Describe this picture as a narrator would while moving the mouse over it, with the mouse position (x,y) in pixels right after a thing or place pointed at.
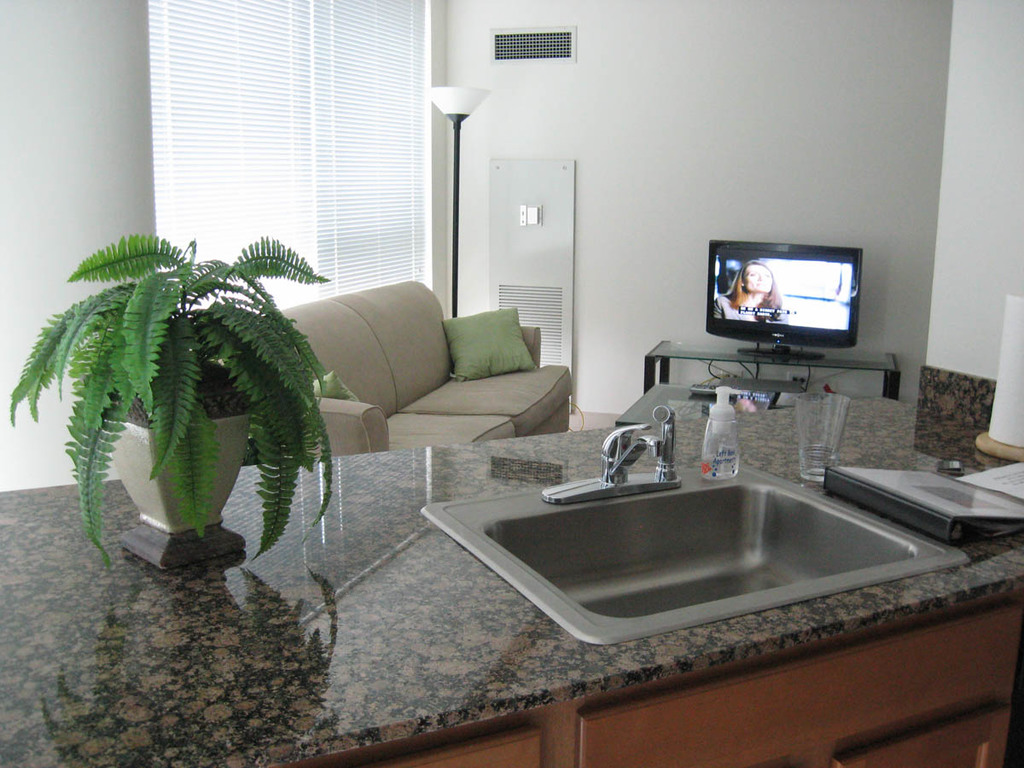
In a room (581,325) there is a sofa (533,387) with pillow (473,348) on it behind that there is a lamp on right side (753,247) there is a TV (852,297) on table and in front of that there is a wash basin (529,582) and a plant pot (159,556).
